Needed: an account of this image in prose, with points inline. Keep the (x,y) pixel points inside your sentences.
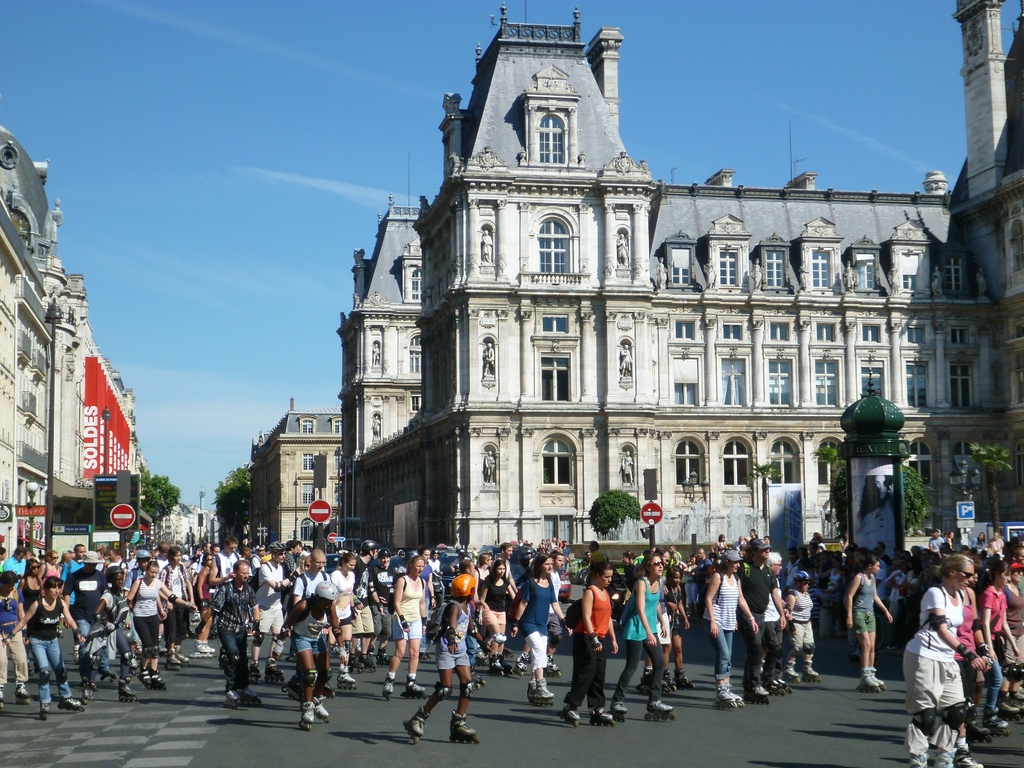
In this image we can see few buildings (612,438), sign boards (132,520), boards (108,497) with some text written on it, there are a few people (768,612), some of them are skating on the road (532,751), also we can see the sky (785,181), trees (909,525).
